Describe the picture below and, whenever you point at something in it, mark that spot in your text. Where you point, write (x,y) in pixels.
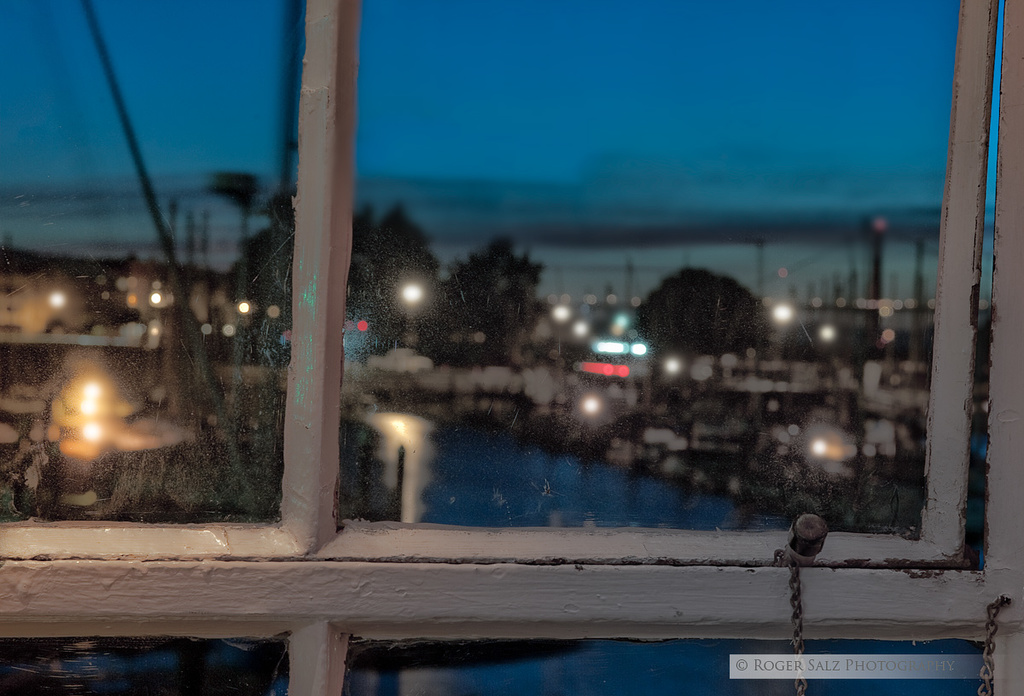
In this image there is a window (358,595) and we can see trees (667,349), buildings (661,383), river (587,471), lights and sky (592,207) through the window glass (158,413).
